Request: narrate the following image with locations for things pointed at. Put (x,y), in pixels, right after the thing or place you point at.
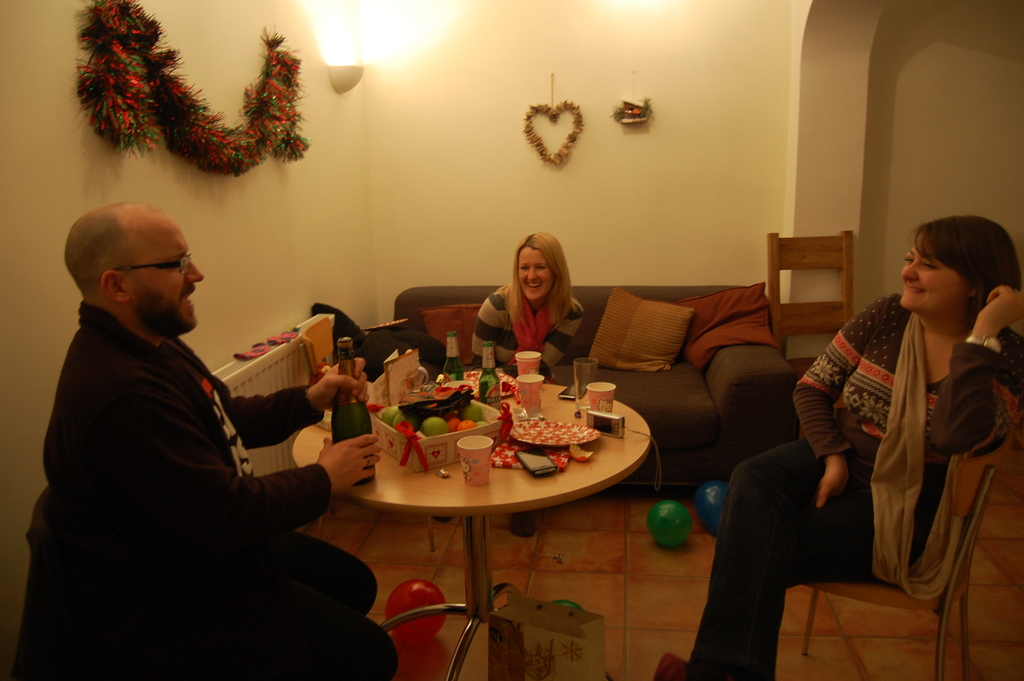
This picture shows two women (543,365) and a man (184,511) sitting in the room (689,597). A man (158,497) is sitting in front of a table (433,469) on which some food items (434,433) and a bottle (346,420) is placed. He is wearing spectacles (132,269). Women (520,291) are sitting in a chair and sofa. In the background (365,39) there is a light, garland (270,87) and a wall (462,164) here.
